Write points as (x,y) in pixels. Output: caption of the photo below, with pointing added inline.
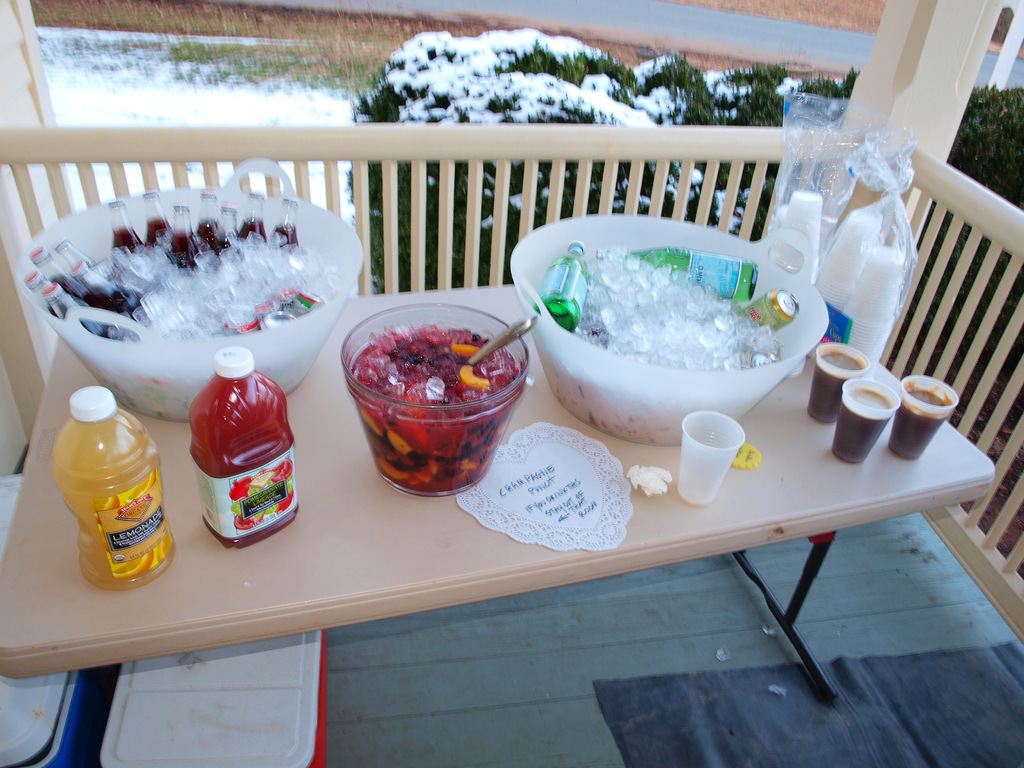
This is a table (417,509) with two juice bottles (95,471), four glasses (709,454) and two big bowl (618,349) of ice cubes (246,276) and some bottles (189,248) placed inside. This is an another glass bowl (468,400) with some food (452,378) in it. At background (471,114) I can see small bushes (660,80) and this looks like a snow (476,52).
